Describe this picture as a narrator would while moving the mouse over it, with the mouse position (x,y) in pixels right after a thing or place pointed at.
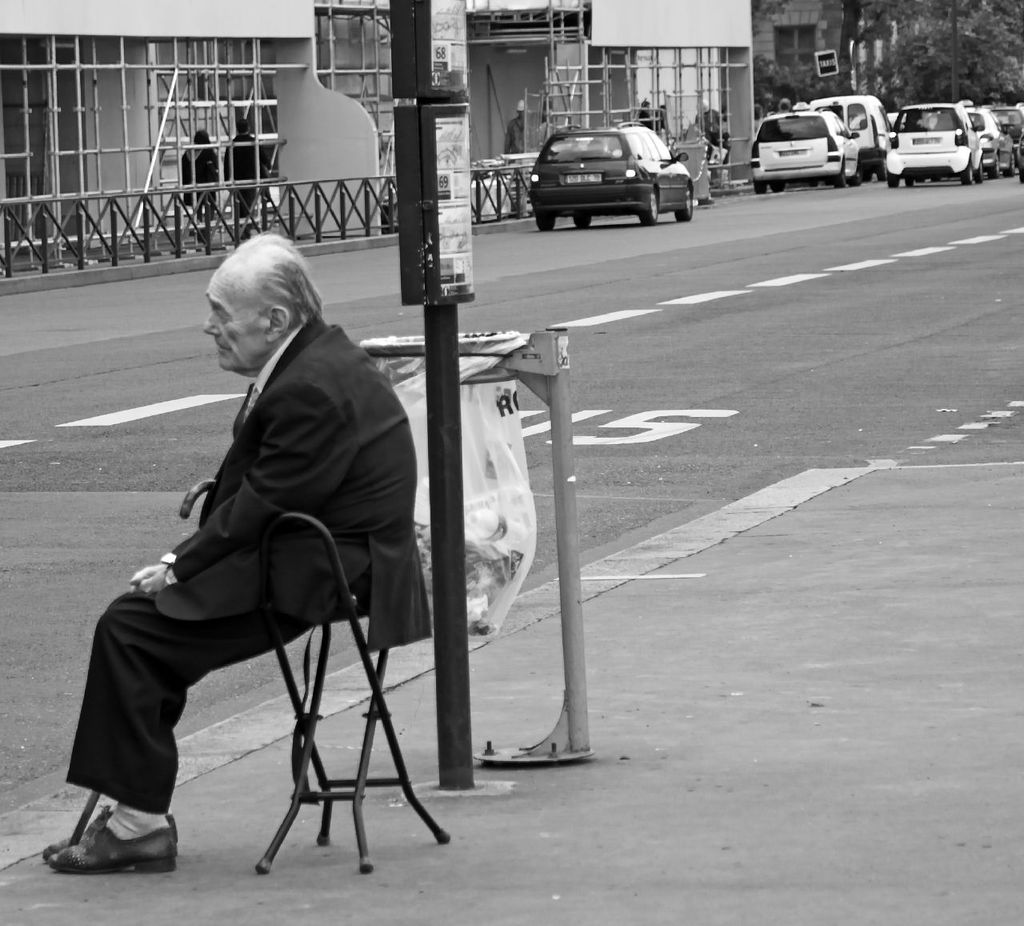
The old man (265,488) wearing suit (310,499) is sitting in a chair (348,590) and there are cars (684,157) on the road (788,245) behind him.
